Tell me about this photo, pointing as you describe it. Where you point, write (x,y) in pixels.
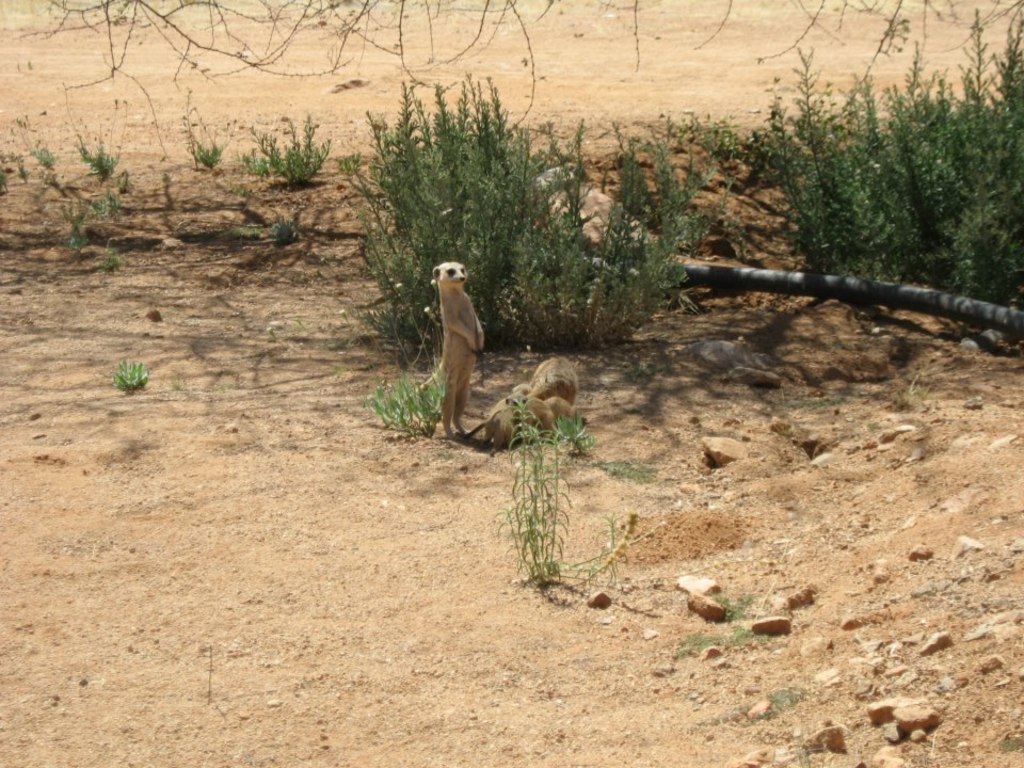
In the image there is a ground (335,213) and there are some animals (511,431) on the ground (504,370), behind the animals (459,370) there are small plants (459,135).
